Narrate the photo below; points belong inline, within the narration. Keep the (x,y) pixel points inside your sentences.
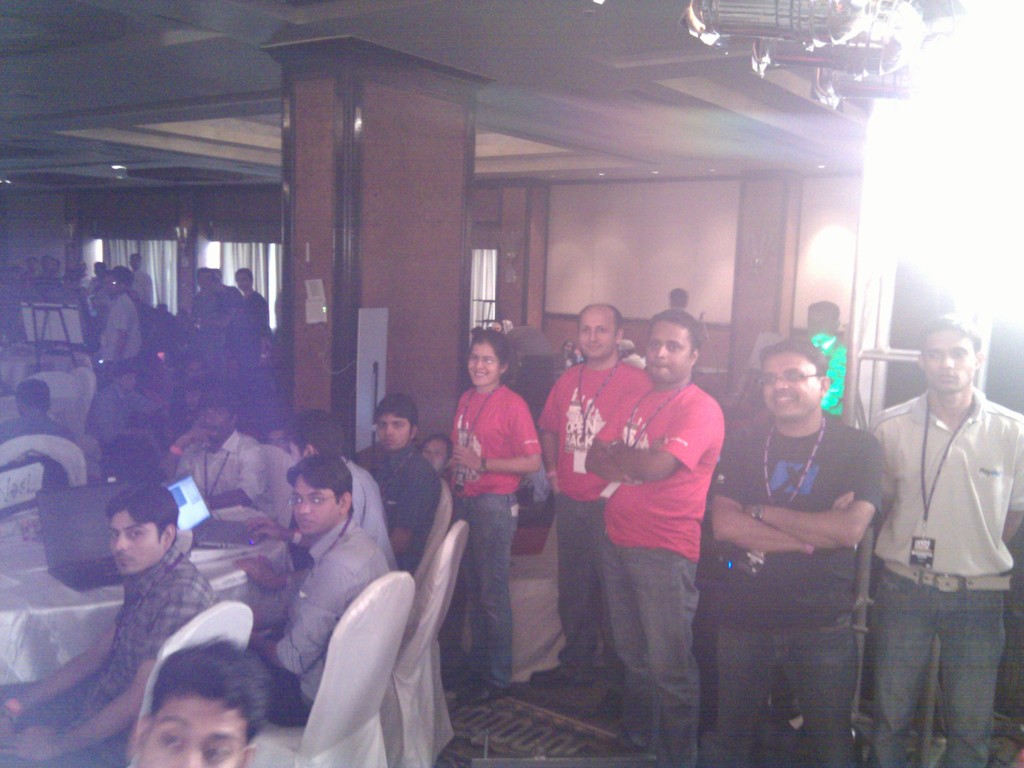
In this image we can see a few people (360,579), among them some are sitting on the chairs (201,615) and some are standing, there are some tables (31,521) covered with the white color cloth (63,588), on the tables (43,612) we can see the laptops (86,498), there are some curtains (276,268), pillars (321,271) and a stand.
